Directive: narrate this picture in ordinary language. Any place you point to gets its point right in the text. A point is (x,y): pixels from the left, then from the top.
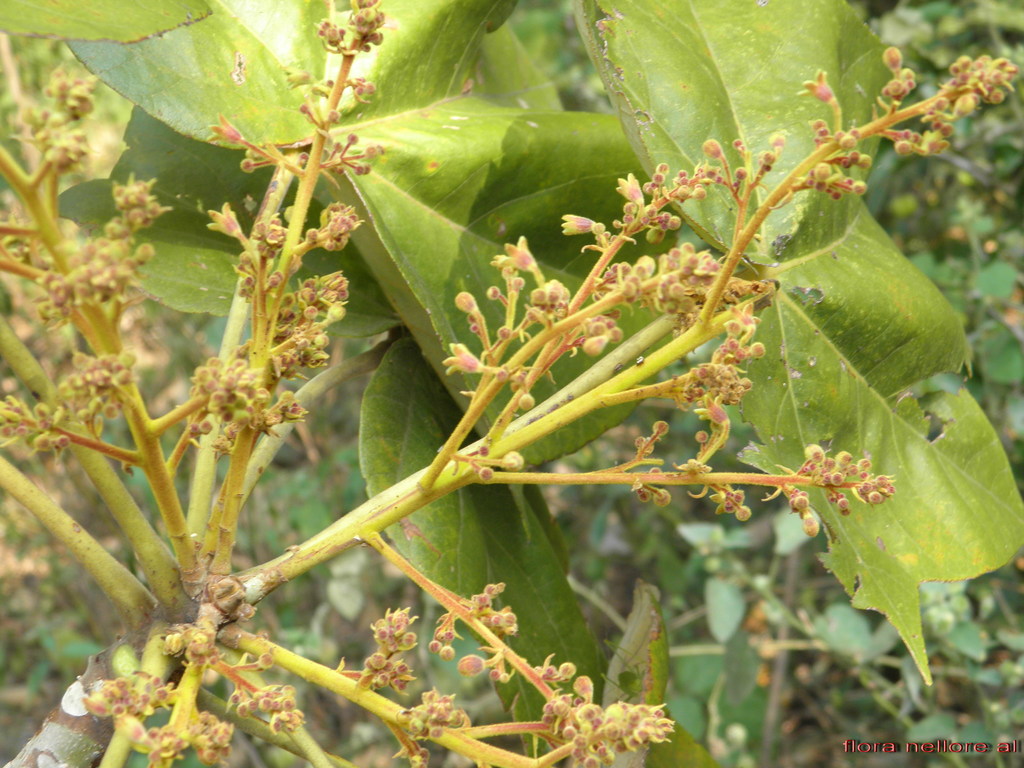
In this image we can see plants (402,218). At the bottom right side of the image (865,749) there is some text (954,742).
